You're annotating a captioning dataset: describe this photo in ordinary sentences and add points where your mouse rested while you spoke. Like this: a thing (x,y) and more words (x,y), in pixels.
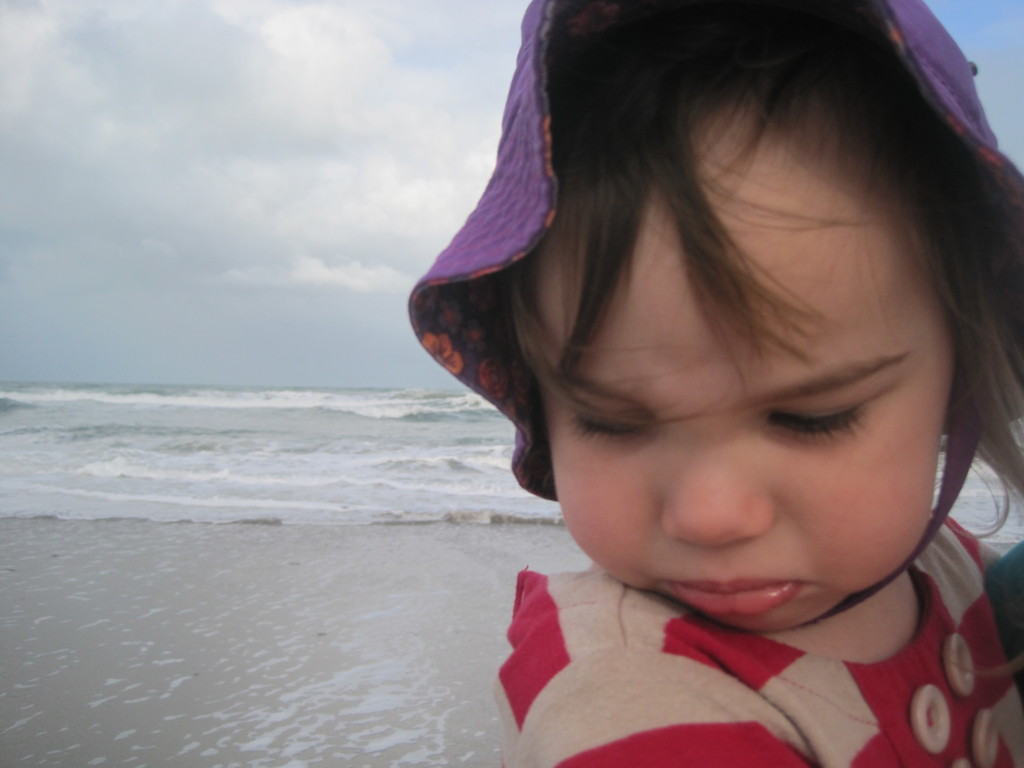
In this image we can able to see a kid (653,486) on the seashore (435,547), and also we can see the clouded sky (287,192).
